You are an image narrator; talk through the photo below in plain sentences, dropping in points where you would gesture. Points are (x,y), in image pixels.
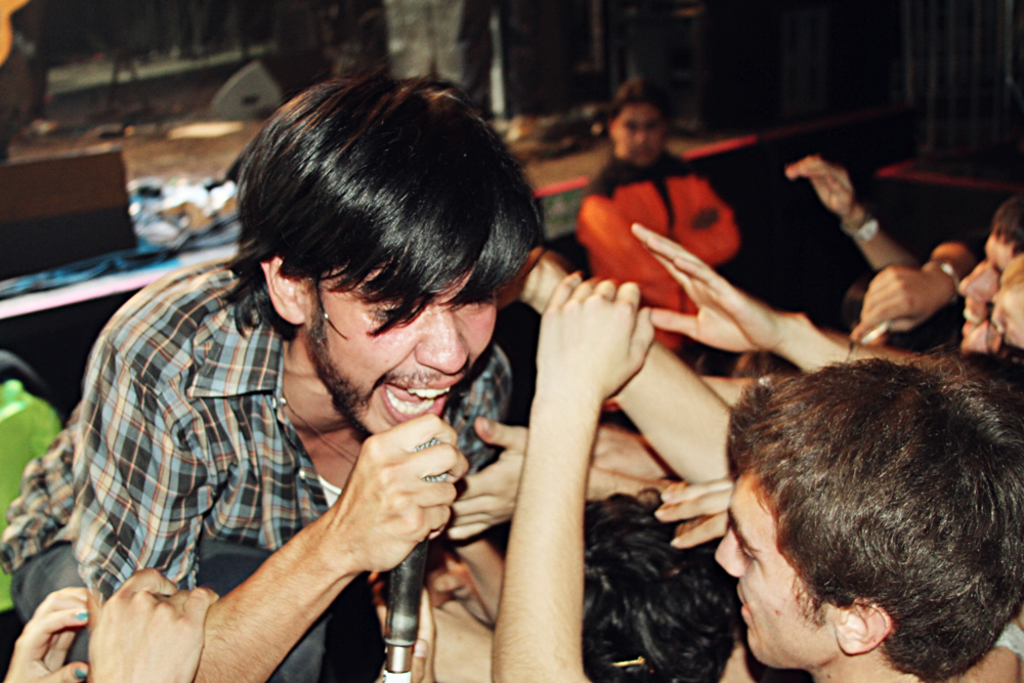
In this image I can see number of people (592,275) and on the left side (241,323) I can see one of them is holding a mic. In the background (523,130) I can see the stage (33,297) and on it I can see number of stuffs (224,132). I can also see this image is little bit blurry in the background (51,87).
